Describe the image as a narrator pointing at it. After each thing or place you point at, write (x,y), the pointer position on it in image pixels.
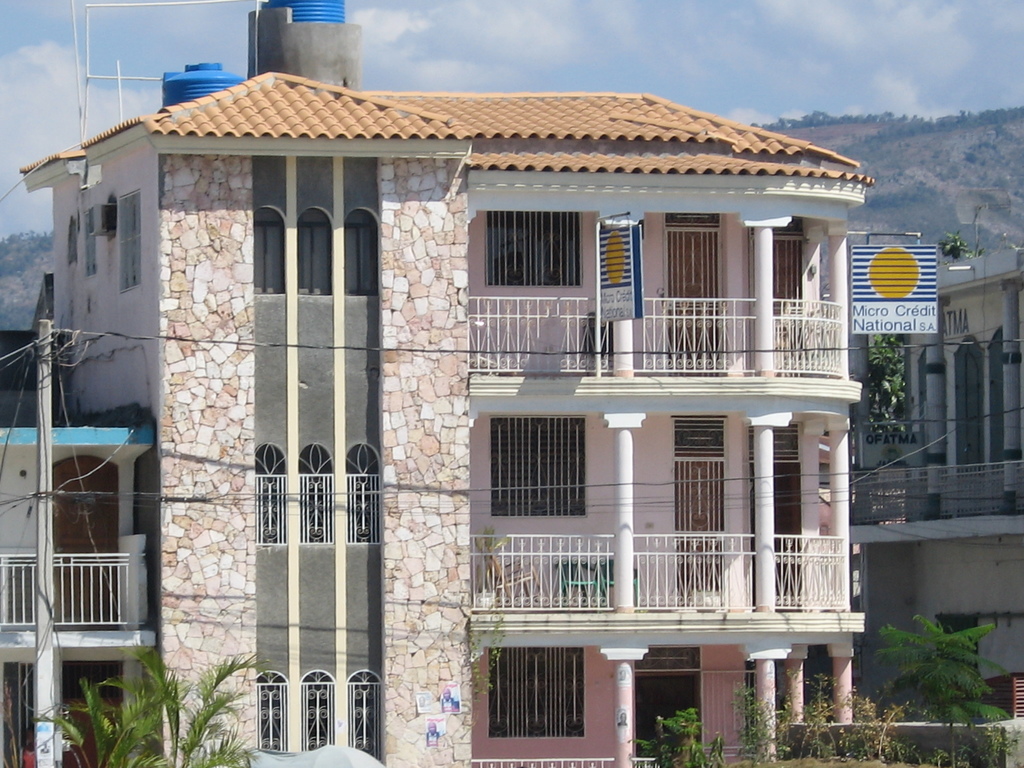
It is a very big building (353,266), there are water tanks (309,20) in blue color on it. At the bottom (936,639) there are trees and at the top (636,39) it is the blue color sky (614,14).
